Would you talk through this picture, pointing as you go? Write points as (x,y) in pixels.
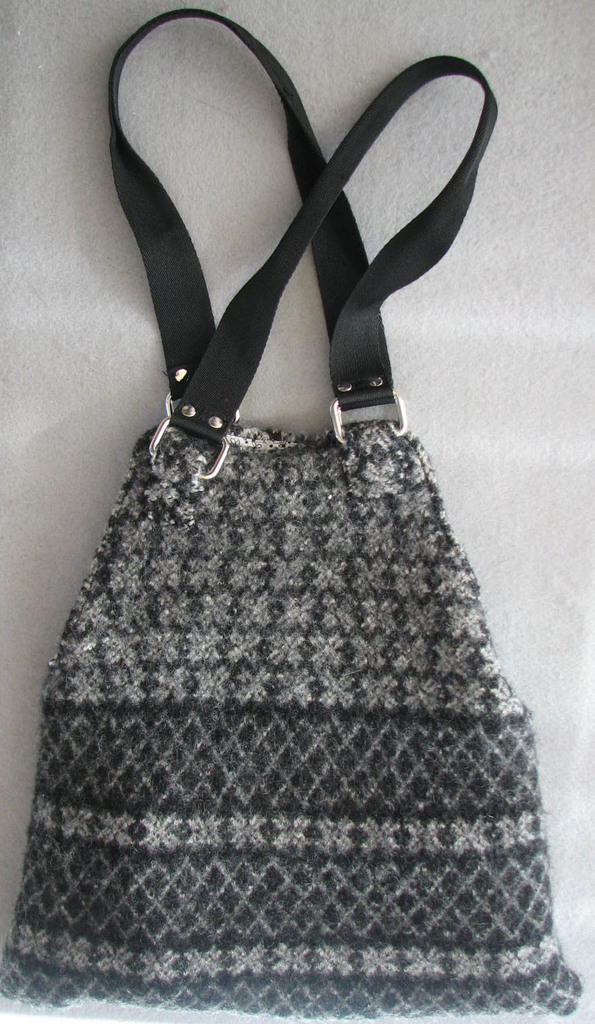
This is the picture of a bag (278,693), the bag (276,667) is in white and black color. The bag (251,601) having two handles (224,330).
